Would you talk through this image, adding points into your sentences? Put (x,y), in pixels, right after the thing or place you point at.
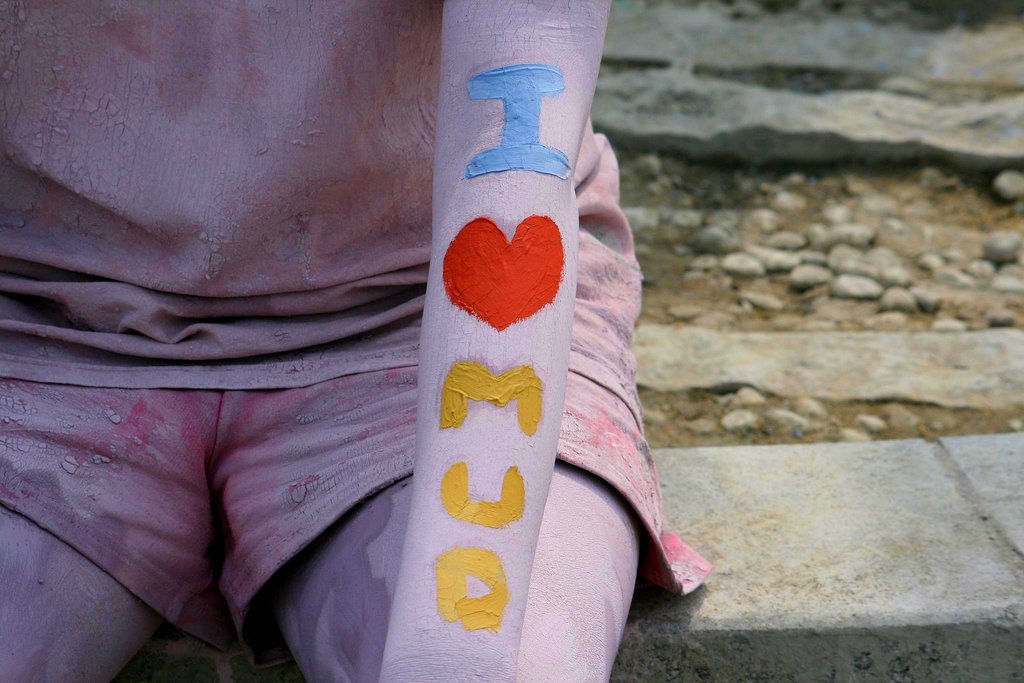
On the left side of the image (143,205) we can see a person (487,232) is sitting and also we can see the painting (507,276) on the hand (454,467). On the right side of the image (706,343) we can see the stones (952,355), sand (787,289).
